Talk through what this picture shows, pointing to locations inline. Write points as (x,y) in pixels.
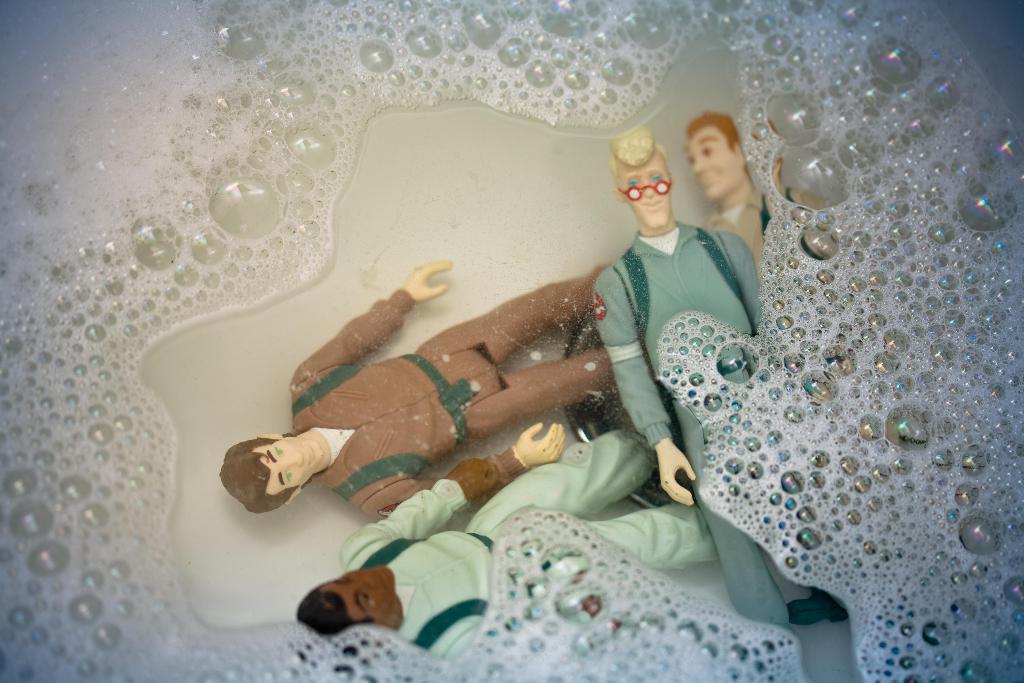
In this image we can see miniatures (623,459) in the water (455,276) in the sink (428,315) and on the surface of the water (379,249) we can see the foam (1019,328).
